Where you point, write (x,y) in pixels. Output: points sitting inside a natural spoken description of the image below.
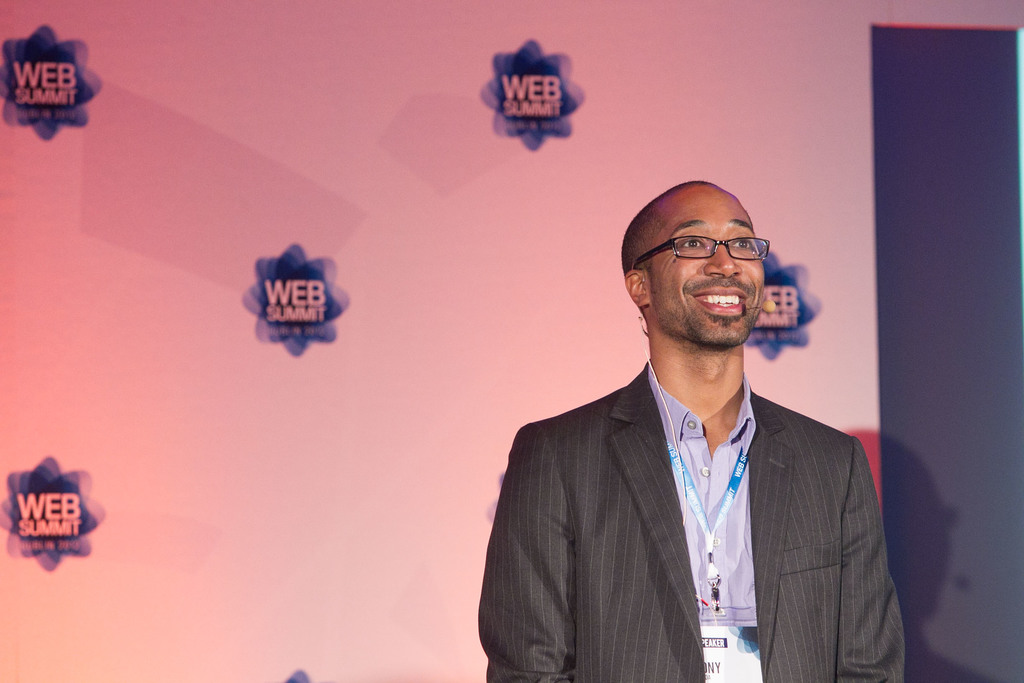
In the center of the image (544,451) there is a person (668,592). In the background (859,182) we can see advertisement (342,77).
